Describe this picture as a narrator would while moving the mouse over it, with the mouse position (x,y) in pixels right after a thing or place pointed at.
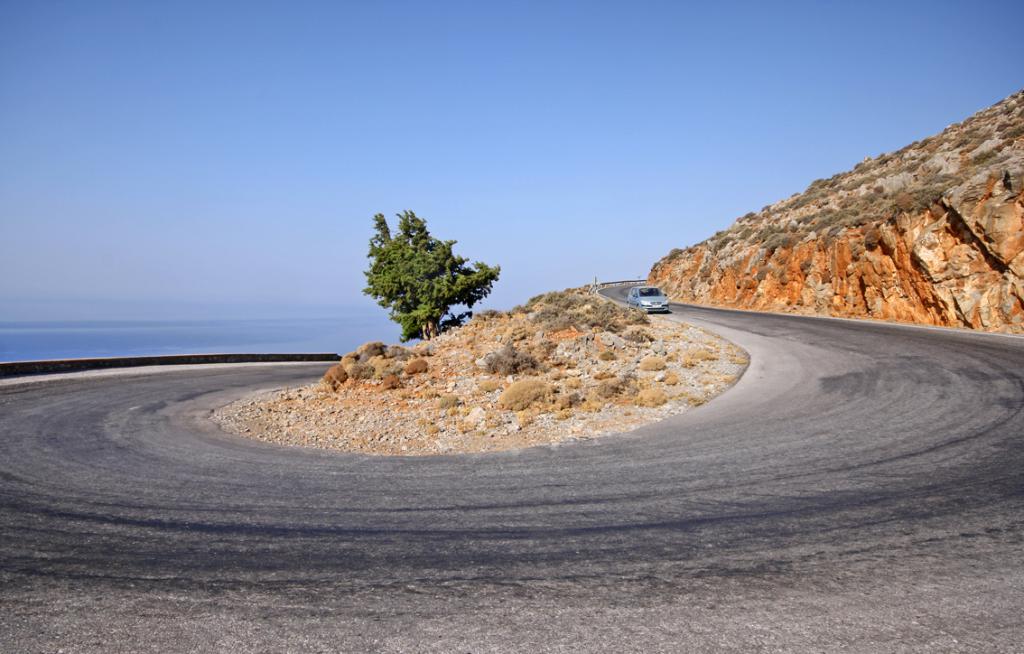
In this image we can see a car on the road (458,544). We can also see some stones (559,426), a tree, some plants (499,357), the hill (1005,138) and the sky (503,139) which looks clear.
